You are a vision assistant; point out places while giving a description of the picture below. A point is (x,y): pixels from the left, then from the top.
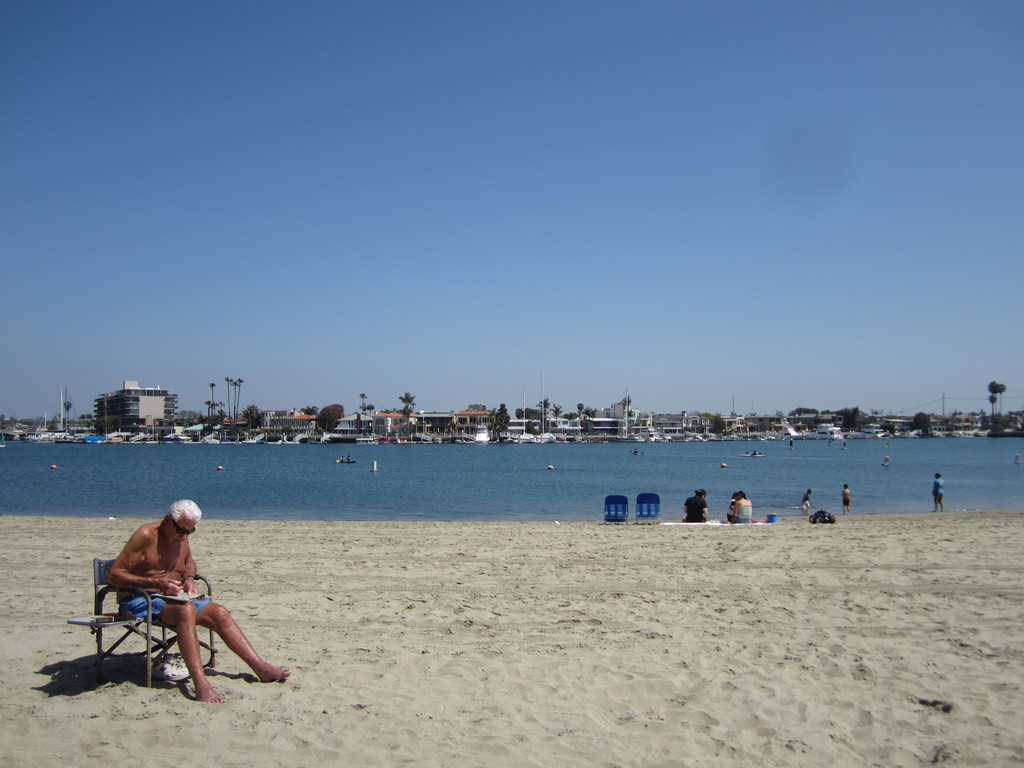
In this image we can see a person (177,559) wearing goggles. And he is holding something and sitting on a chair (125,620). On the ground (527,593) there is sand (639,560). In the background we can see people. Also there is water (474,453). And there are buildings (384,420) and trees (520,409). And there is sky (574,171).
